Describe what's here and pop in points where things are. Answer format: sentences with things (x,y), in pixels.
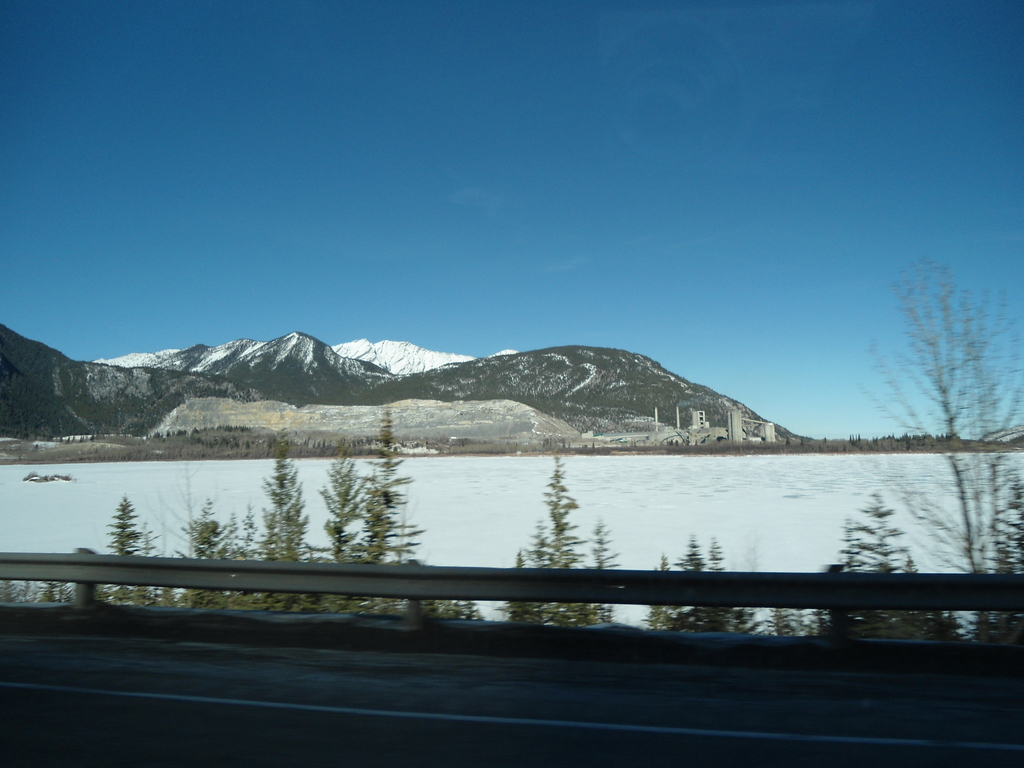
In front of the image there is a road (599,708). There are plants (386,518). There is snow (623,477) on the surface (585,515). In the background of the image (242,454) there are trees (525,447), buildings (670,442), mountains (500,409). At the top of the image (571,176) there is sky (549,207).
